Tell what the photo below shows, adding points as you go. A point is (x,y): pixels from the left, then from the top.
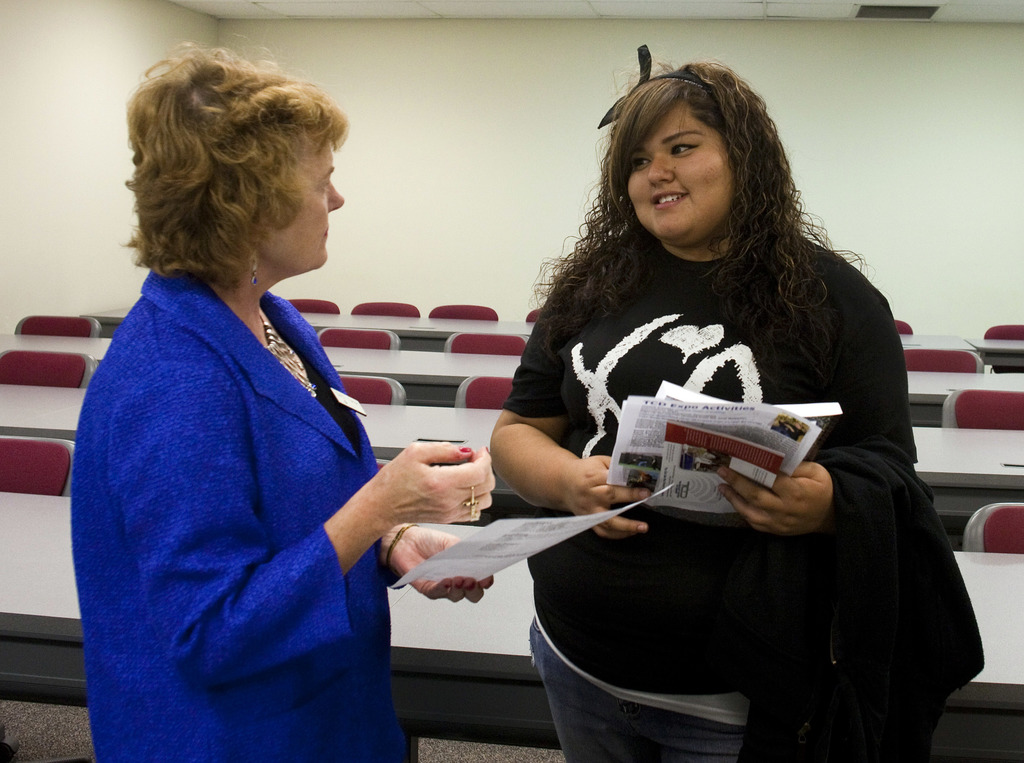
In this image there are two people (286,726) standing by holding the papers (727,447). Behind them there are tables (411,411) and chairs (446,350). At the back side (445,296) there is a wall (460,125).
